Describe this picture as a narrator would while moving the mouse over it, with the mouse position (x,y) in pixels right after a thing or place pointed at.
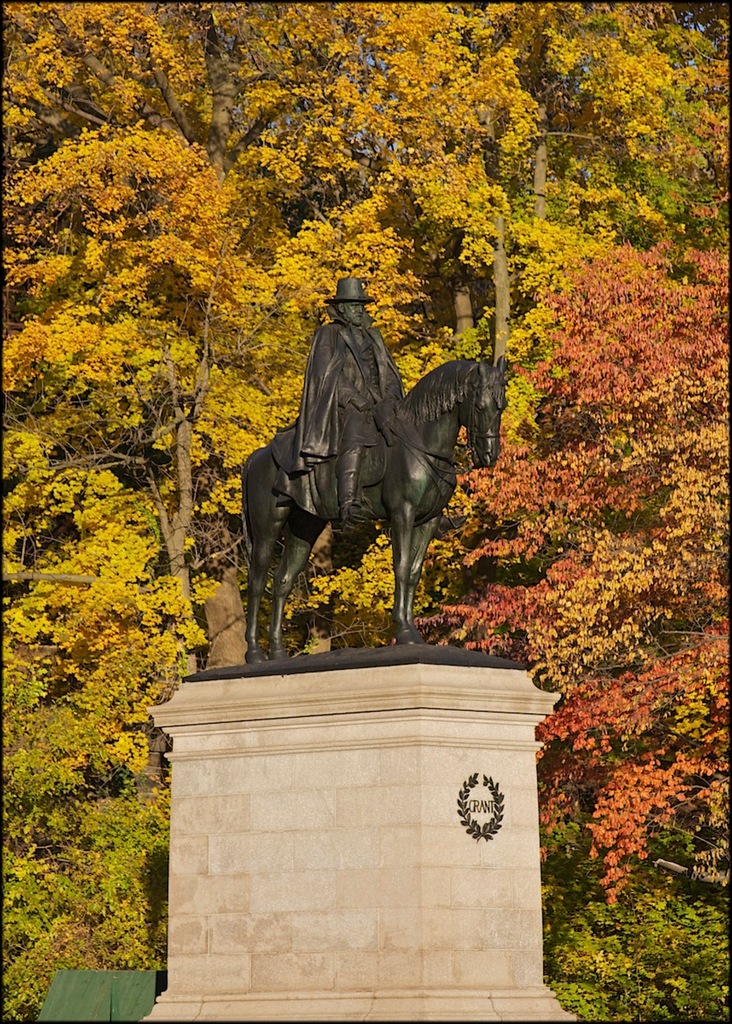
In this image, we can see a person (357,404) sitting on a horse sculpture (258,492). We can see some trees (83,204).
